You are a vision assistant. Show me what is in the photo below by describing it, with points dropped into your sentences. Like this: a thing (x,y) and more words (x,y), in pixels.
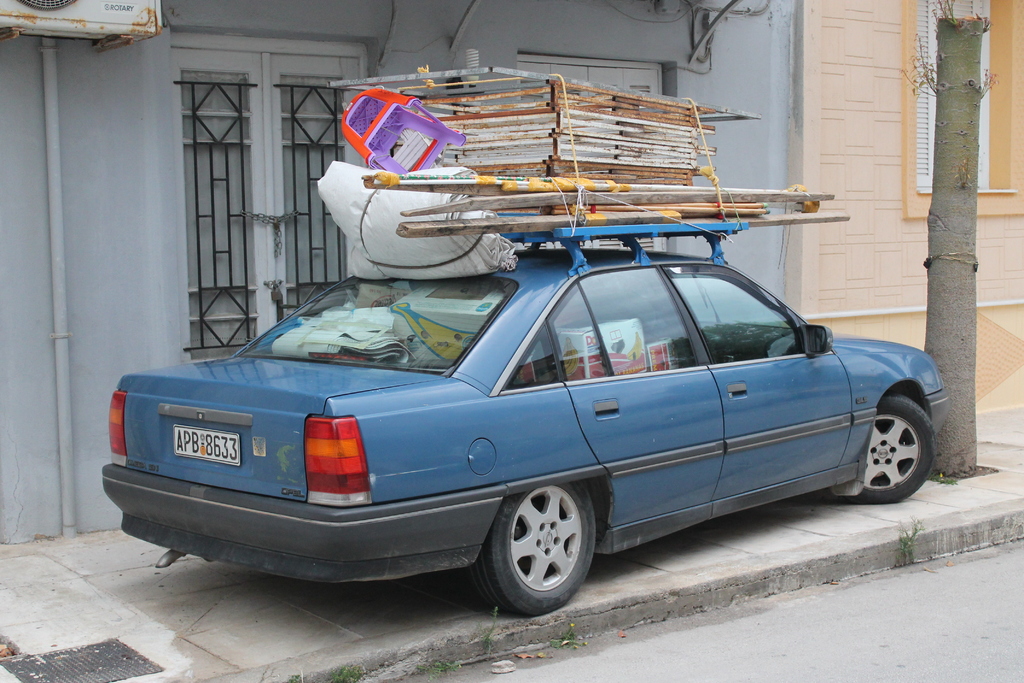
In the image on the footpath (68,579) there is a car (725,315) with wooden pieces (479,140) and stools (348,111) on it. And inside the car (464,286) there are few items (434,322). Behind the car (878,376) there is a wall (655,53) with windows (224,155) and doors (290,307) and also there is a pipe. In front of the car (891,366) there is a tree trunk (943,332).
